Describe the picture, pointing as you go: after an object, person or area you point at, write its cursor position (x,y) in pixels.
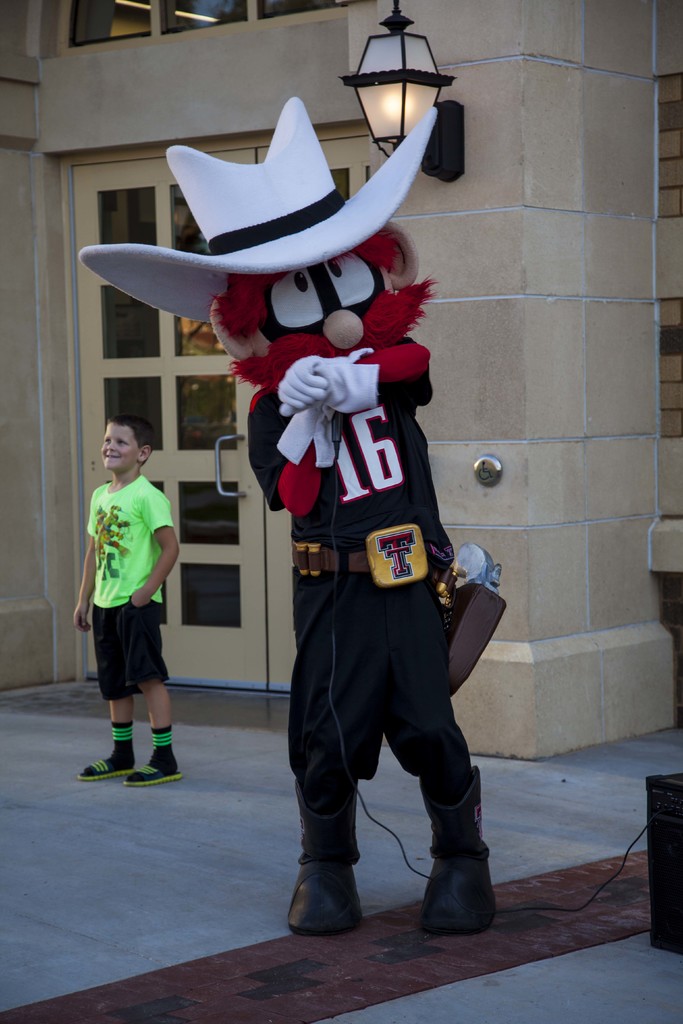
In the picture we can see a person (334,826) standing in a costume (326,900) of a doll (319,331) and behind it we can see a boy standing near the doors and he is with green T-shirt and beside the door (89,462) we can see a wall (543,146) with tiles (417,236) and top of the wall (374,170) we can see a lamp (372,129).
